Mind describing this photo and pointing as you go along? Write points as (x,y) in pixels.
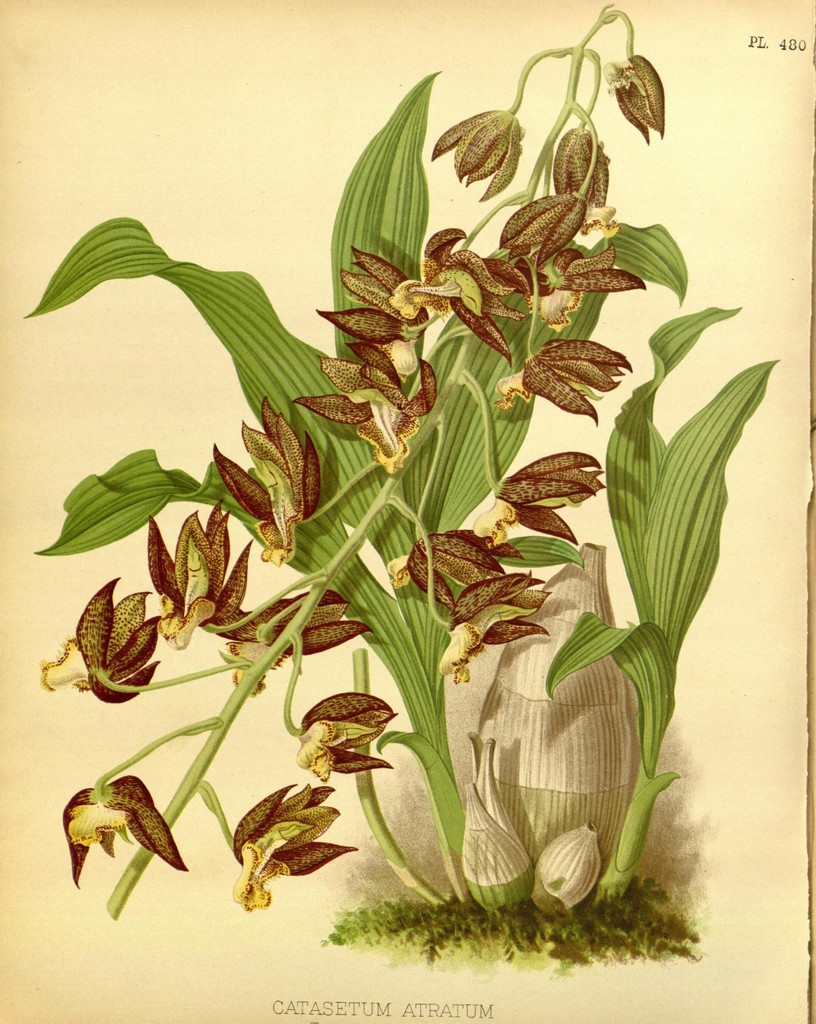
This picture might be a painting on the paper (762,799). In this picture, we can see a plant (296,461) with some flowers (568,319).
